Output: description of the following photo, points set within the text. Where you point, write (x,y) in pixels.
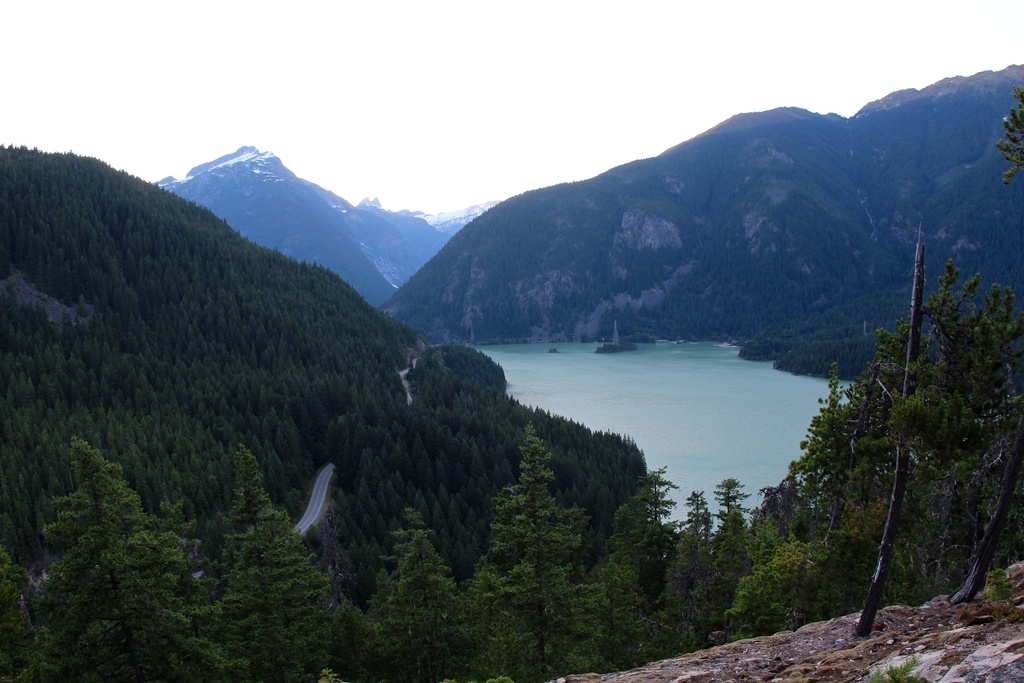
In the right bottom (899,630), we see the rocks (890,644) and the wooden sticks (893,499). Beside that, we see the trees (924,349). On the left side (6,211), we see the trees (331,417). In the middle (672,365), we see water (644,409) and this water (644,409) might be in the lake (569,354). There are trees (487,239) and hills (625,265) in the background (444,223). At the top (379,122), we see the sky (403,126). In the middle of the trees (284,485), we see the pathway (318,495).
